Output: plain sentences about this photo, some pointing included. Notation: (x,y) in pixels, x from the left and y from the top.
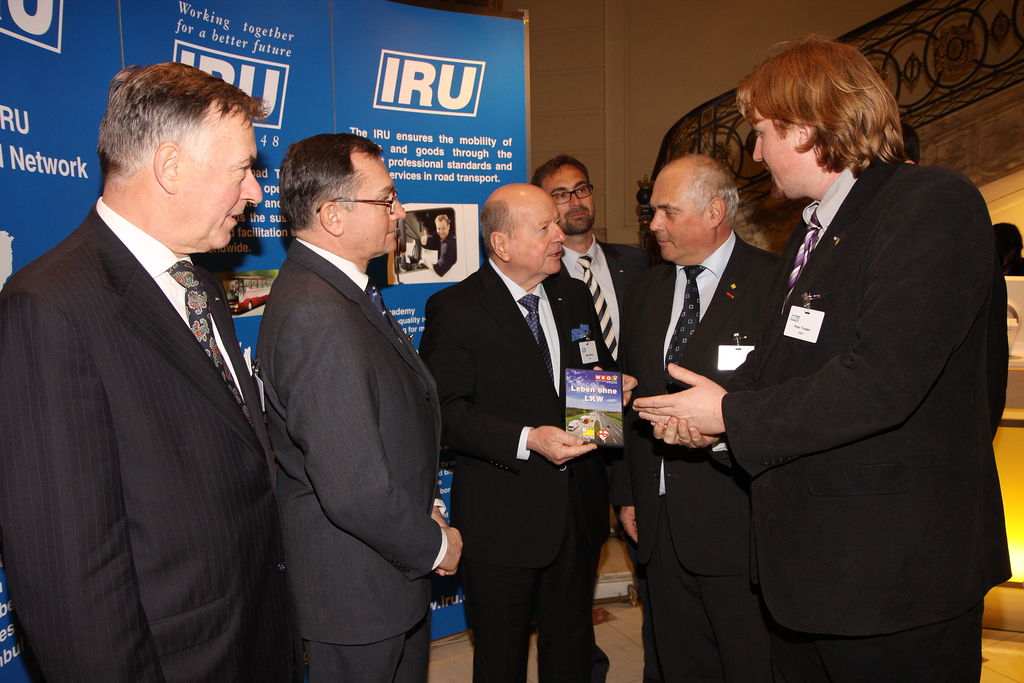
In this image we can see a few people (678,217) standing, among them one is holding an object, behind them there is a poster (511,179) with some images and text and also we can see the wall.
